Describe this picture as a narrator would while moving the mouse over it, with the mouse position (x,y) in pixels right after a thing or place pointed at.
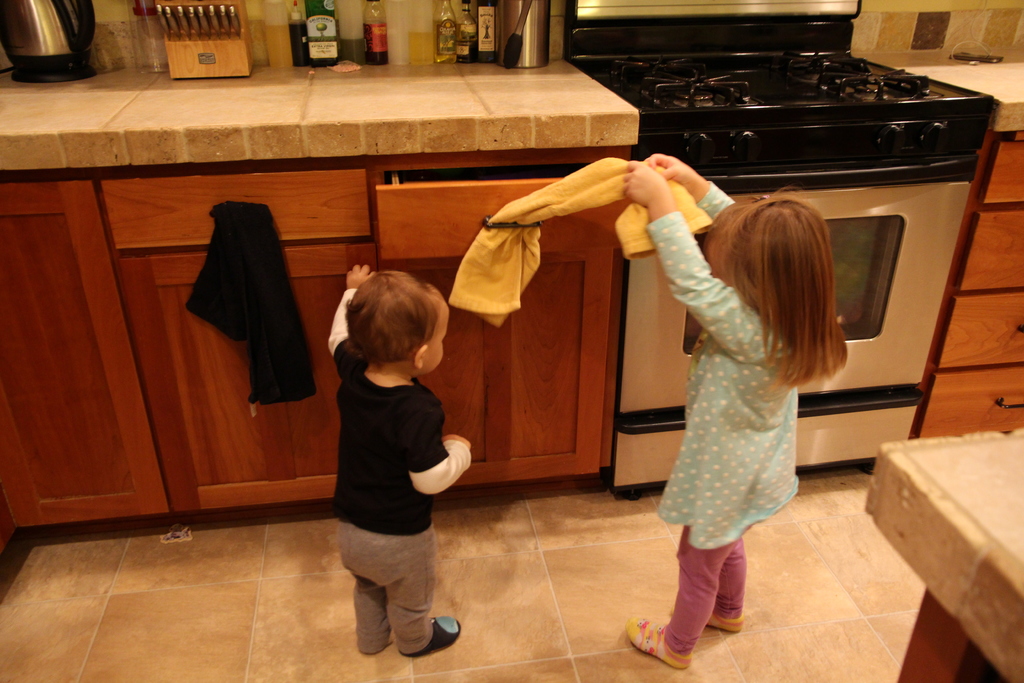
In this image we can see two kids (697,517). There is a platform (519,124) on which there are objects (210,47). There is a stove (825,115). At the bottom of the image (296,623) there is floor (526,617).
